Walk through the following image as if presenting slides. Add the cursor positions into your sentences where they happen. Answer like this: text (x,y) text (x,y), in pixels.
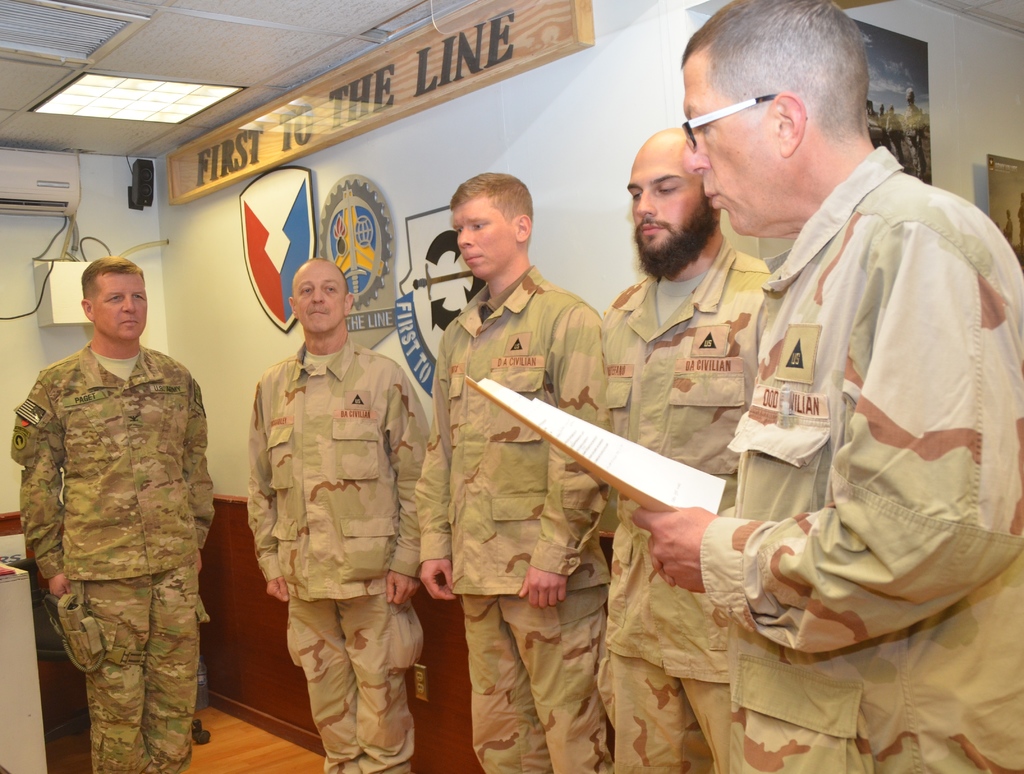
In this image I can see few people (348,456) with uniforms (393,431). I can see one person (753,481) holding the paper (710,476) and wearing the specs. In the background (433,251) there are some boards (296,214) and air-conditioner (72,176) to the wall (459,178). There is a light (154,110) and ceiling (144,62) in the top (120,25).
